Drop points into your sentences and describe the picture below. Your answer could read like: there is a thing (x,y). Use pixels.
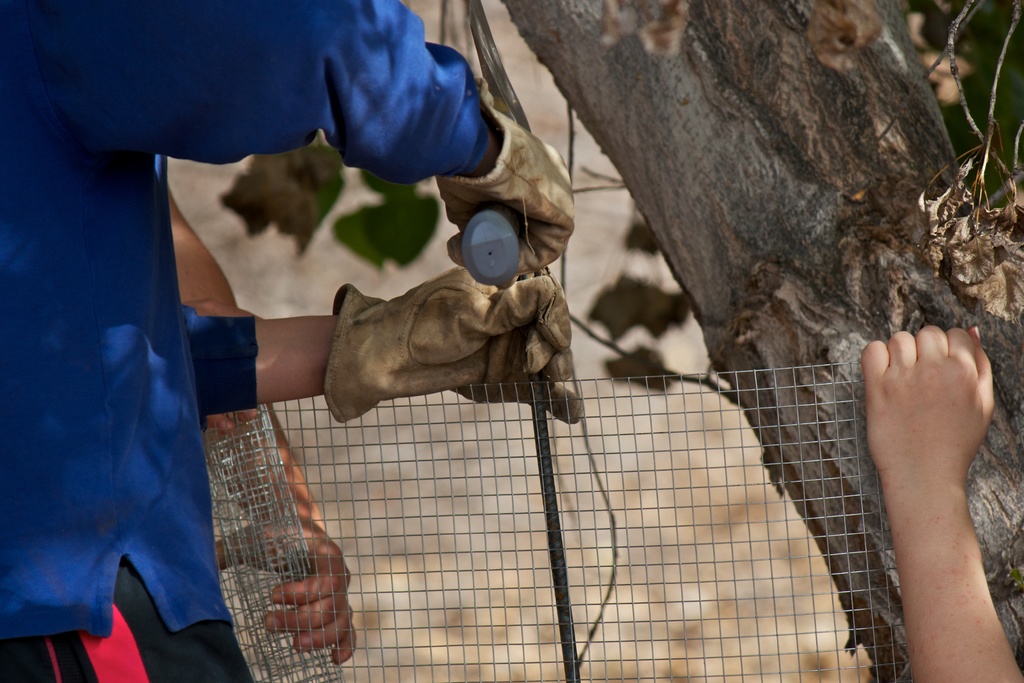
In this image there is a person (462,177) holding an object (498,237) and doing something and we can see the hand (288,601) of the other person (297,586) holding a net (284,527) in his hand (307,618) and on the right side of the image (936,400) there is a hand (927,386) of a person (905,386) holding net (868,486). Behind the net (868,486) there is a tree (793,253).
